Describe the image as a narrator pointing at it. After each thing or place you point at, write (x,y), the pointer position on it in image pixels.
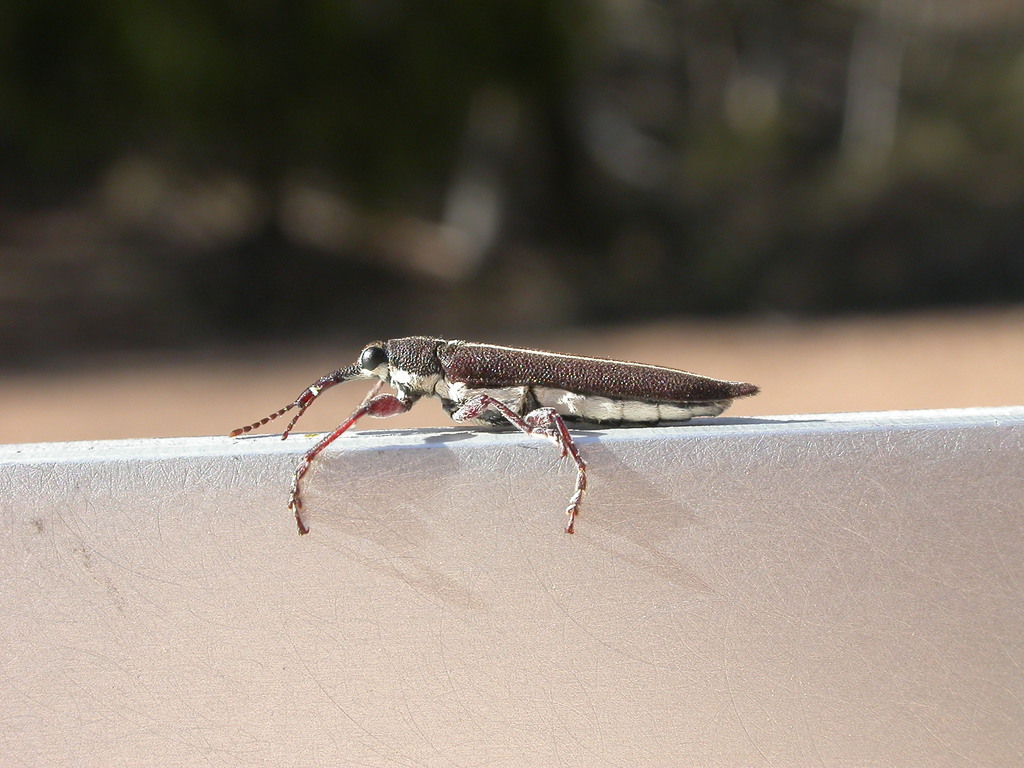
In this image there is an insect (562,402) on an object (437,554). Background (507,316) is blurry.
